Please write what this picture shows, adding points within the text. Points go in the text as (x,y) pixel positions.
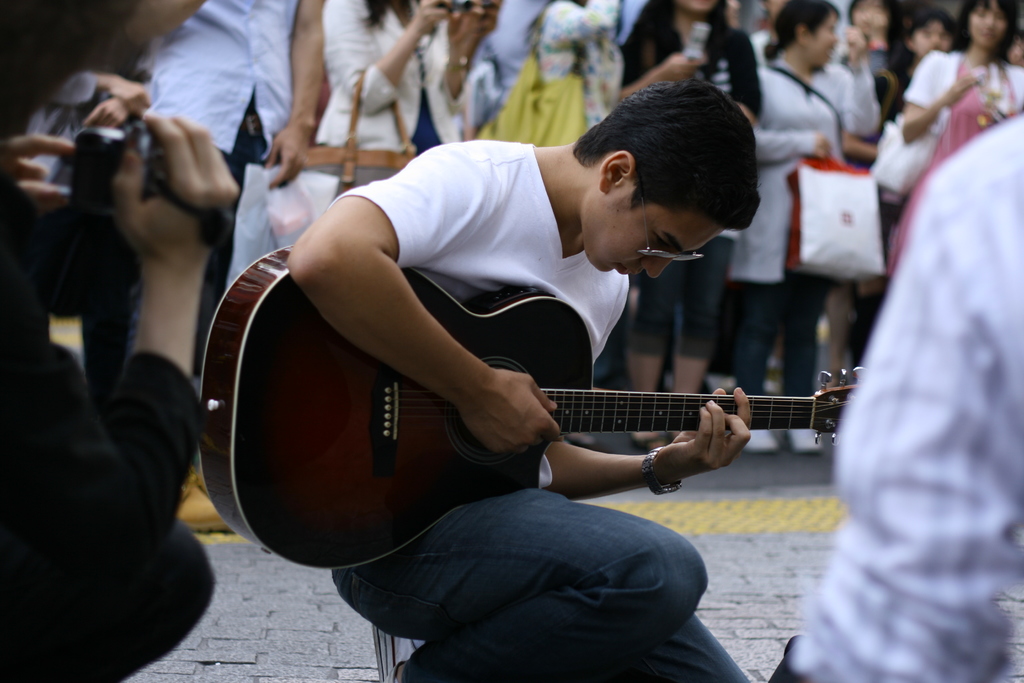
In the middle (385,305) there is a man (543,487), he wear white t shirt (527,252) and trouser (592,596), he hold a guitar (653,424), i think he is playing guitar (586,415). In the back ground (510,58) there is a crowd (687,66) they are watching the performance, I think this is a street performance.
